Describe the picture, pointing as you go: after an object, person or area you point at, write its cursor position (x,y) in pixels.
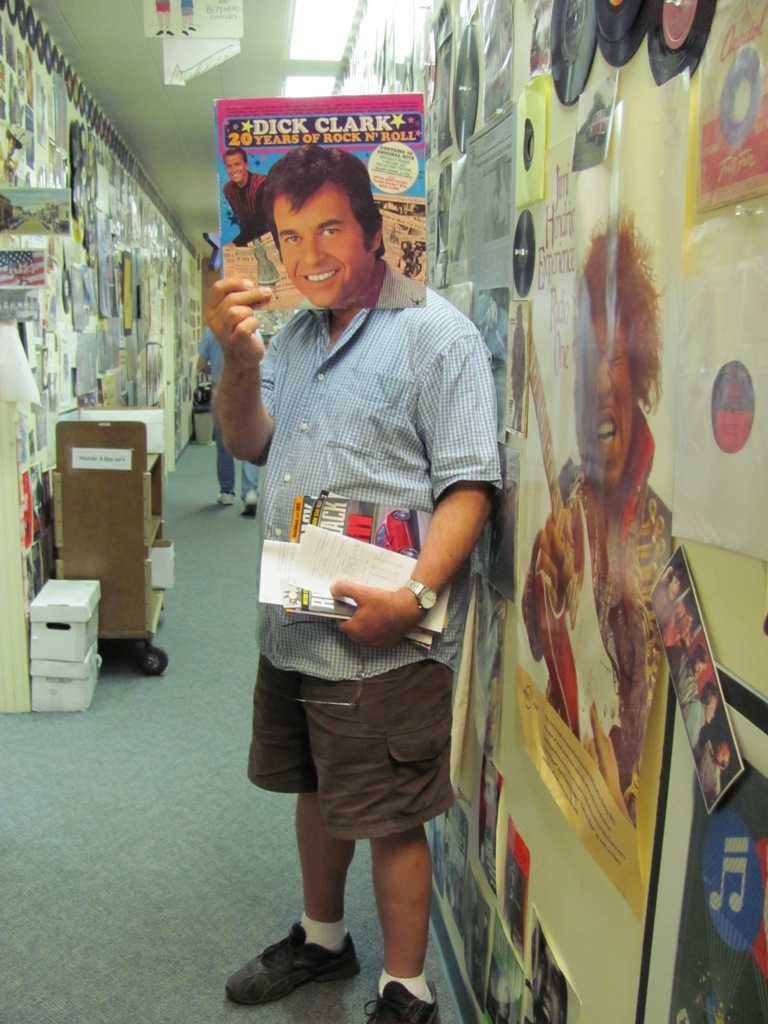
In this image we can see a person (319,447) standing on the floor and holding books (352,523) and papers (364,576) and we can see a board (298,192) with text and image (369,302). And the other person (229,466) walking on the floor (256,524). We can see the boxes (76,594) on the floor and the wall (58,326) with posters (123,264). At the top (274,48) we can see the ceiling (260,76) with lights (326,55).
